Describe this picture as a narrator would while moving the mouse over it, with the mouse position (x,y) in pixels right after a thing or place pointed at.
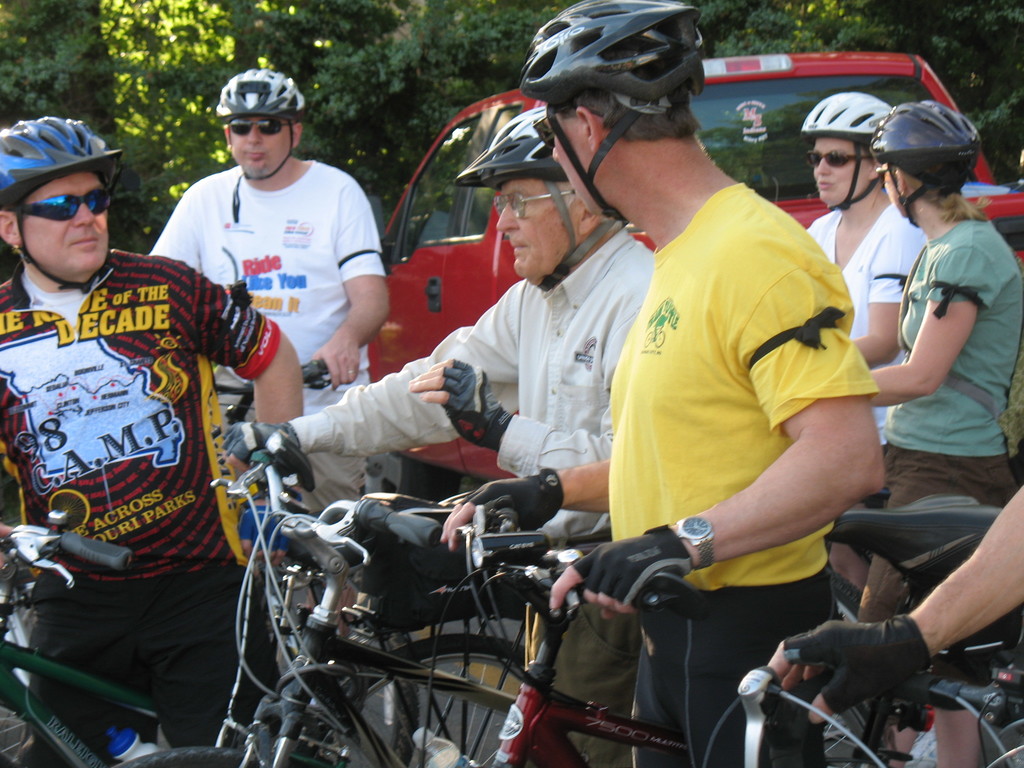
in this image the many persons (707,339) they are standing on the bicycle (445,680) and one is he is standing with the bike (311,675) he is wearing the white shirt (523,374) and whoever they are standing with the bicycle (240,615) they are wearing t-shirt (709,464) and the other side the car (469,229) is parking and the background is very greenery (189,51).
